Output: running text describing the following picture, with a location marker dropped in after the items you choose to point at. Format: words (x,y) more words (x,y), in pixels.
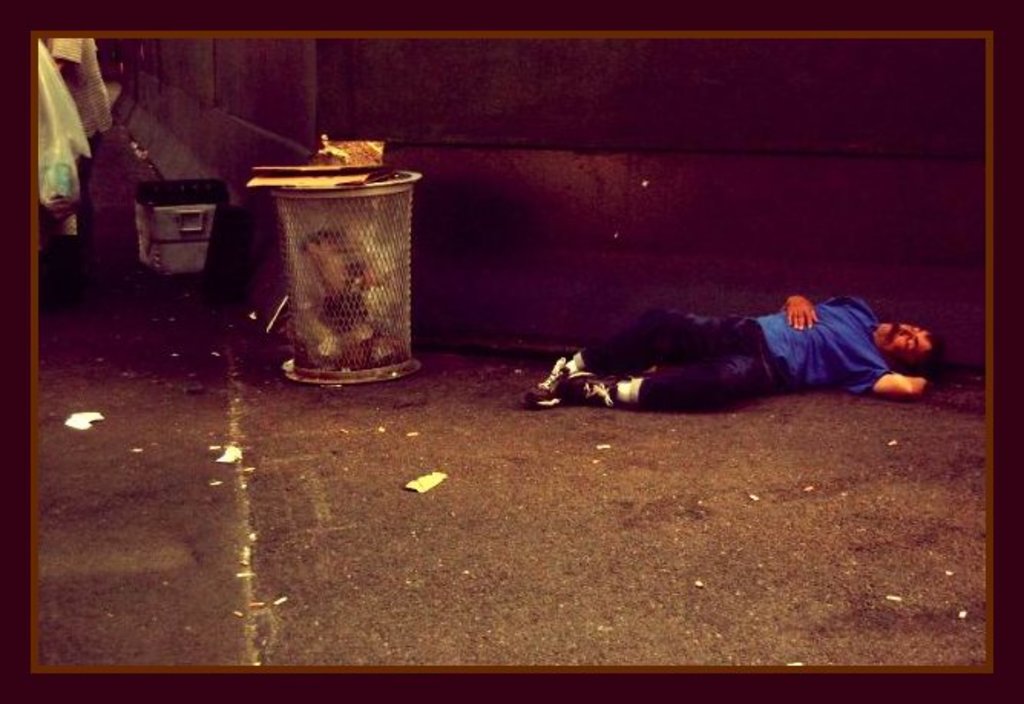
On the right side of the image (841,338) we can see a man (752,341), he is laying on the floor (728,445), beside to him we can find a dustbin (393,250), on left top of the image (53,84) we can find a plastic cover (69,159).
